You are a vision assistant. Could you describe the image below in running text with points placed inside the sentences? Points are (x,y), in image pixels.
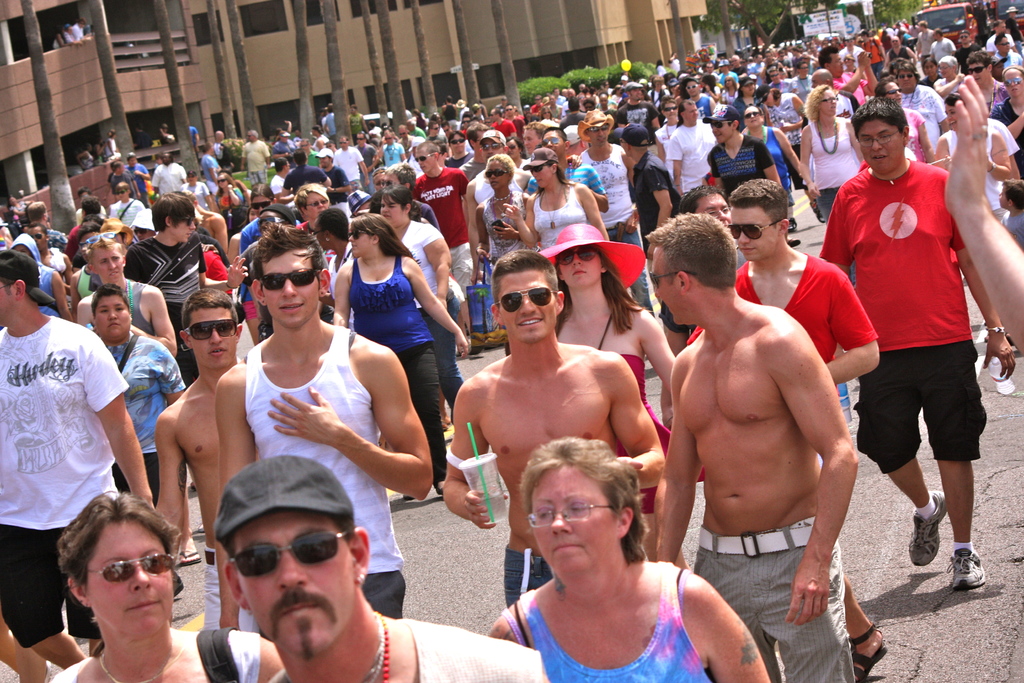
In this image we can see group of persons (437,288) are standing on the road (1022,485), there are trees (496,16), there is a truck (959,13) travelling on the road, there are buildings (324,52).
